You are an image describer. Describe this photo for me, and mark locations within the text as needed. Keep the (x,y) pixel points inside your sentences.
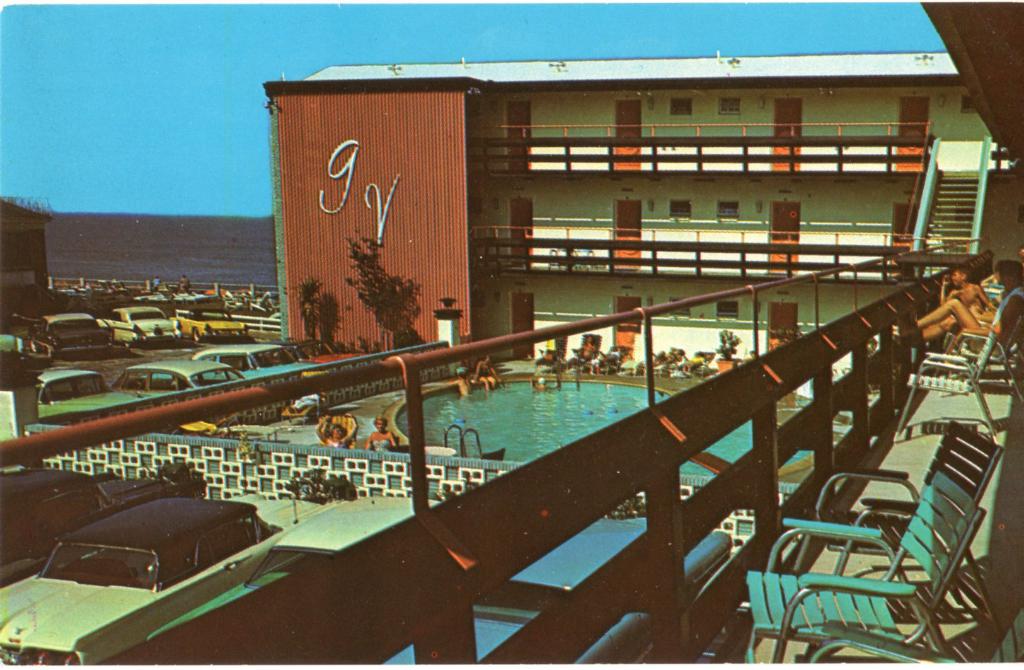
In this image I can see few buildings (411,238), railings (693,436), number of cars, few plants (310,323), a swimming pool (456,430) and on the right side (934,644) I can see few chairs (761,618). I can also see number of people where most of them are sitting on chairs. In the background (313,46) I can see the sky (107,157) and I can also see something is written on the building (410,195).
